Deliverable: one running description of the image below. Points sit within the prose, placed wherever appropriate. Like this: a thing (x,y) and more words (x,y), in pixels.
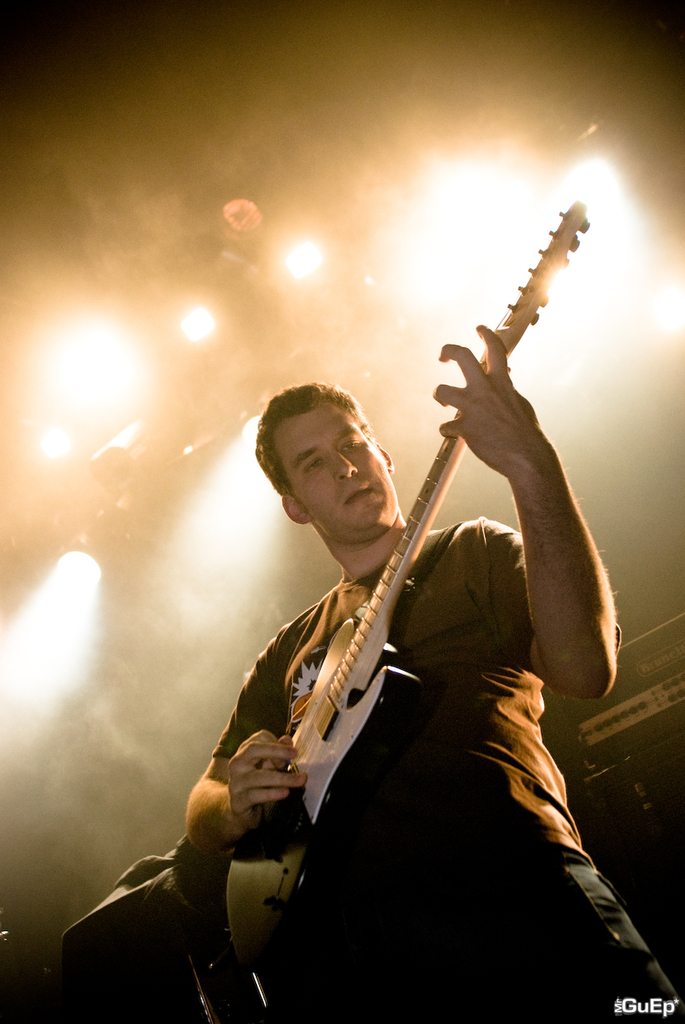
In this image there is a person (410,650) who is playing a guitar (264,819).
